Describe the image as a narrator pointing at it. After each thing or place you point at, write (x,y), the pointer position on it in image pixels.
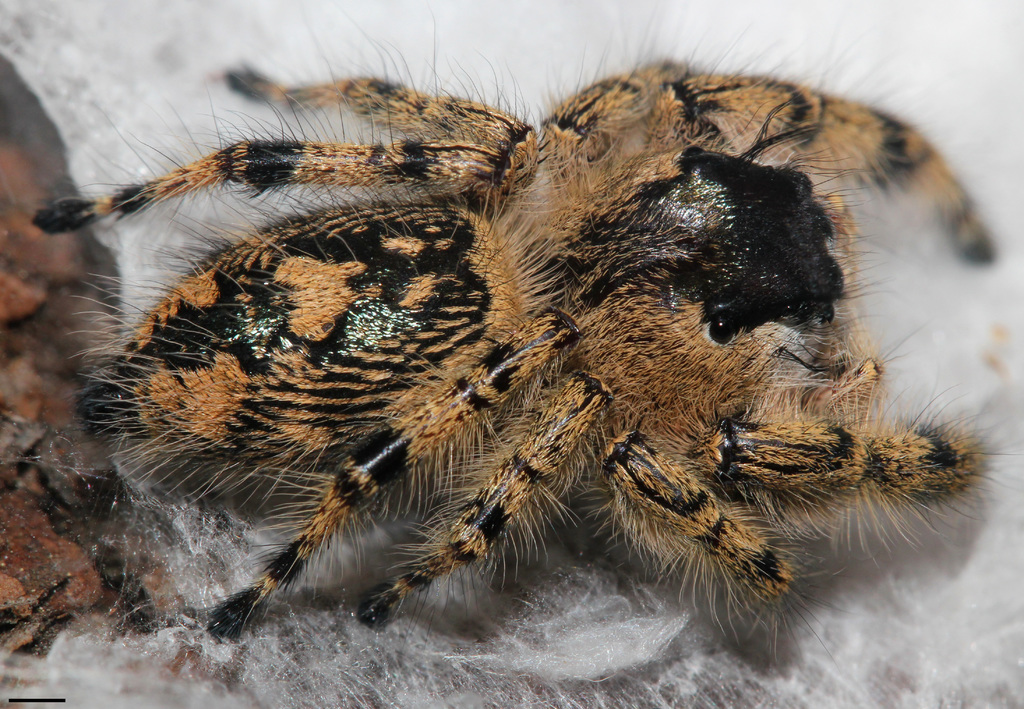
In this image there is a spider (347,309) on the web (56,43).
